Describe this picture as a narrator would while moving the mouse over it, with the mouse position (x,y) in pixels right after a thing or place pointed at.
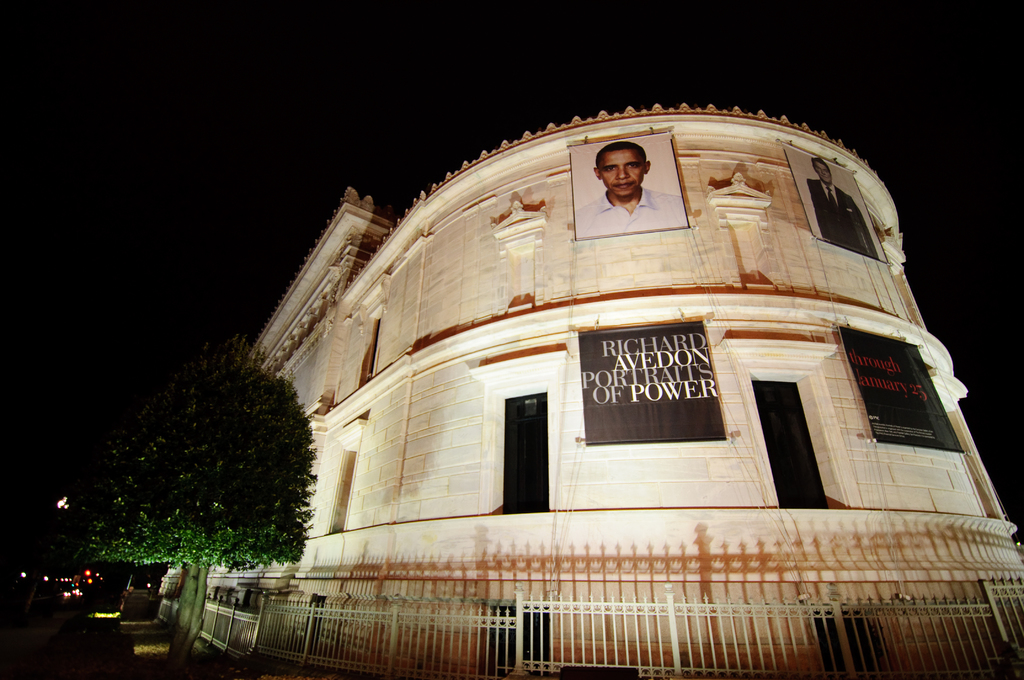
In this image I can see the building (535,248) and few banners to the building (554,151). I can see few trees (215,527), fencing (288,643), lights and the black color background (283,35).
